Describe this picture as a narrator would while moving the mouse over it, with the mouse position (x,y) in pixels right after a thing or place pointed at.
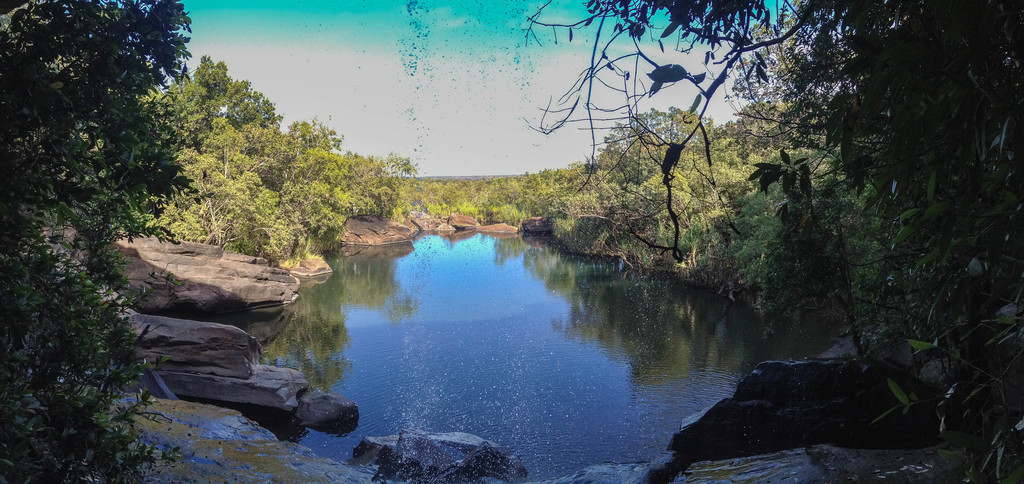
In this picture there are trees (274,185) and there are rocks (158,479). At the top (368,90) there is sky (443,88) and there are clouds (504,102). At the bottom (409,389) there is water (430,311) and there are reflections (344,279) of trees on the water (462,377).
